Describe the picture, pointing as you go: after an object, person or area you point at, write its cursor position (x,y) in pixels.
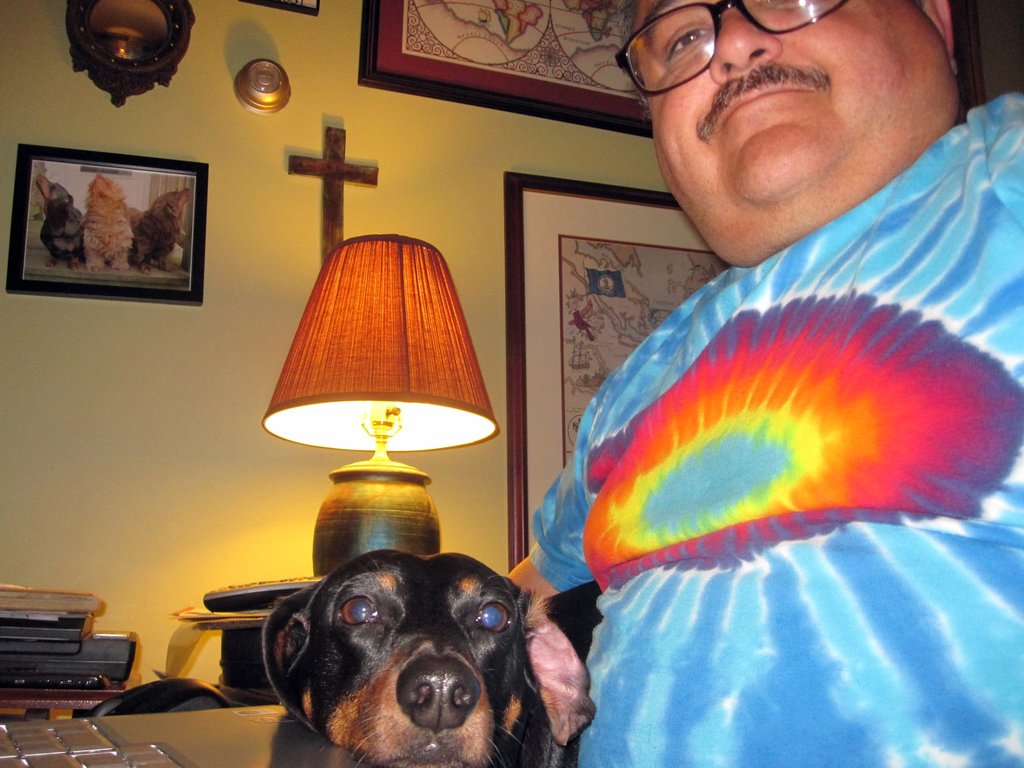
In this image on the right (830,327) there is a man (828,406), he wears a t shirt (828,528) and there is a dog (474,705). In the background (506,543) there are photo frames (563,57), lamplight (333,549), books (134,663), remote (280,591) and some other items (231,636).
